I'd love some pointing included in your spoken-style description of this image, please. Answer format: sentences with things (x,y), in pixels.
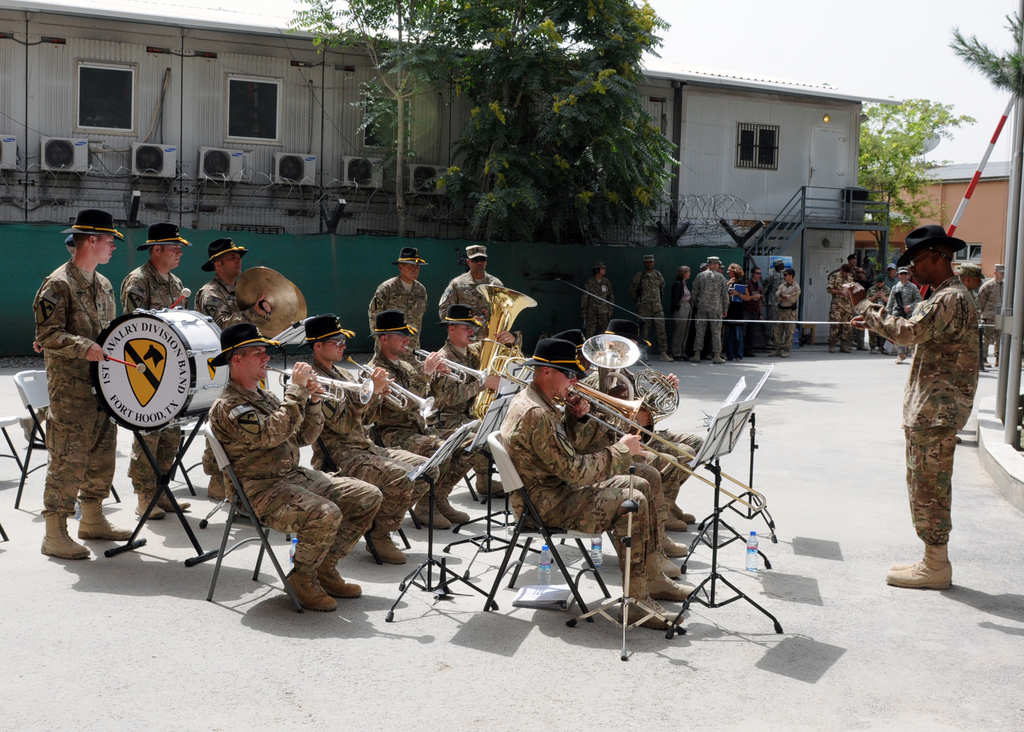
In this image I can see a group of people (585,501) among them some are standing and some are sitting on chairs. These people (404,499) are wearing uniforms (438,411). The people (438,411) over here are playing musical instruments (271,294). In the background (427,179) I can see trees (513,154), building (807,236), a pole (979,172) and the sky (790,23).
